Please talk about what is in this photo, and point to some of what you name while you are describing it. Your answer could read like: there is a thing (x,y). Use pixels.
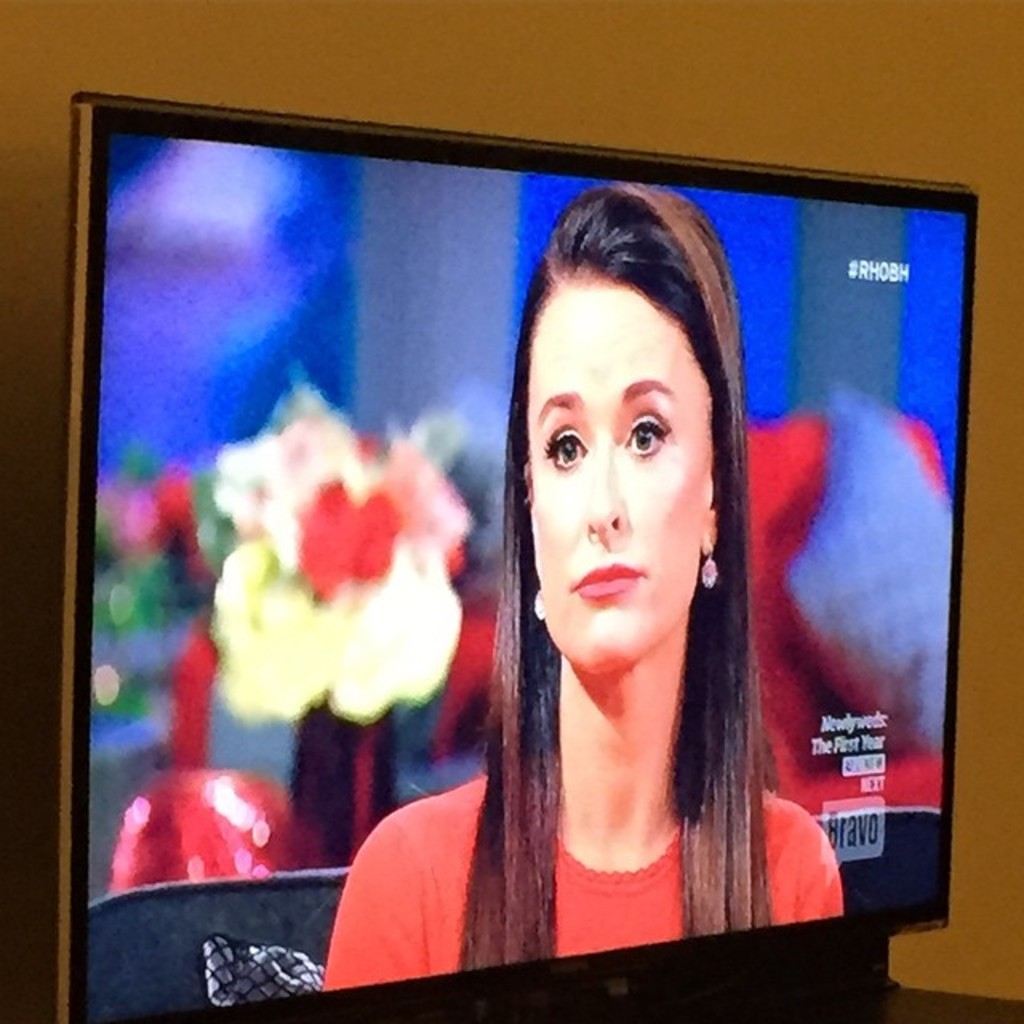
In this image, I can see a television (488,568), which is attached to the wall (265,100). This is the screen (263,219) with the display (322,385). I can see the picture (735,458) of the woman (626,773) sitting.
